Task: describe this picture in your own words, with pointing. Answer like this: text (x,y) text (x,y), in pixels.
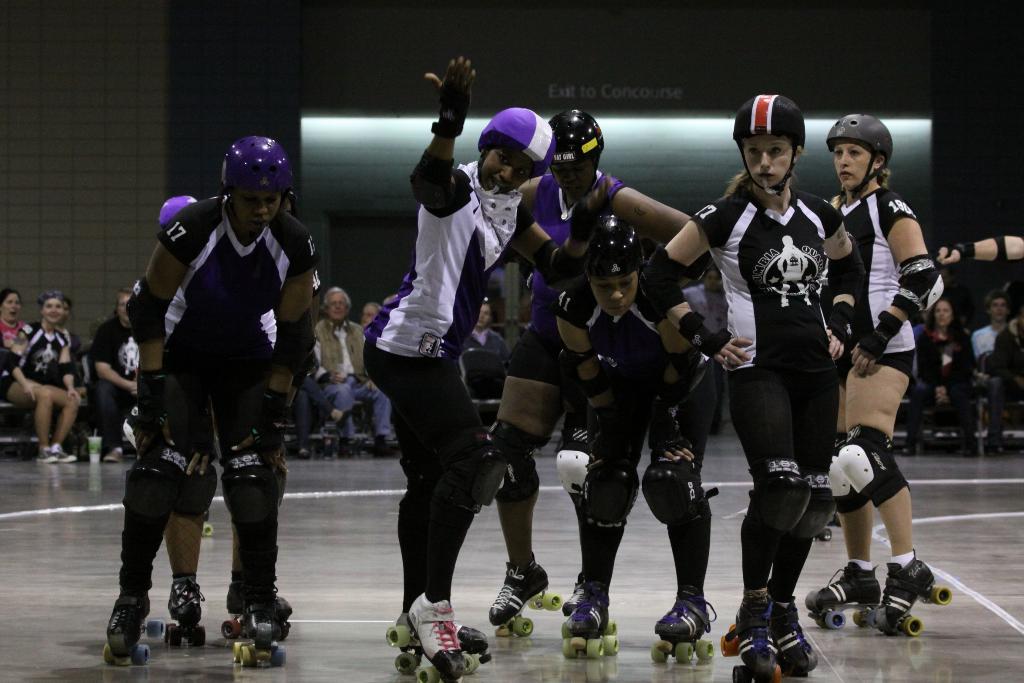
In this image I can see people (831,465) standing in the front (677,525), wearing skate shoes (761,666). Other people (1009,329) are sitting at the back (954,325).
